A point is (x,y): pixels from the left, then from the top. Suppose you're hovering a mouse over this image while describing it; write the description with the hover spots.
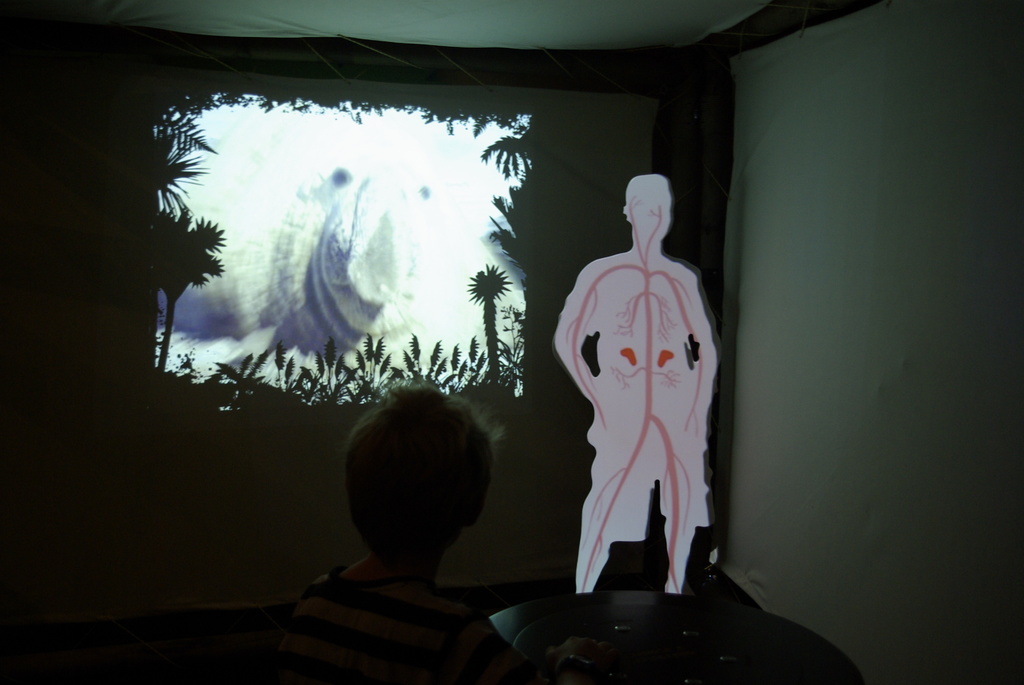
In this image there is a person (402,487) at the bottom of the image (385,590). Right side (689,480) there is a person structure (648,447). Behind there is a screen (520,369) having few trees (344,379) and an animal (403,275) displayed on it. Background (354,554) there is a wall (813,283).
